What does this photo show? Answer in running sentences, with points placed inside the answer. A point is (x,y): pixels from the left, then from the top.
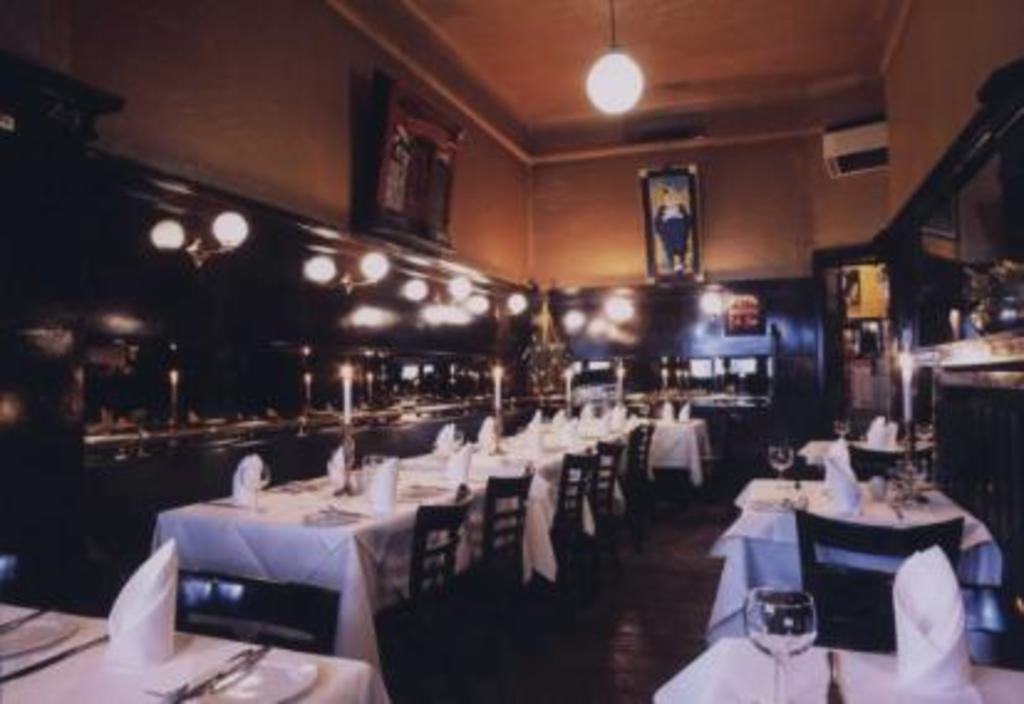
In this image there are glasses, candles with candles stands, napkins (941,609), plates (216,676) and some other items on the tables (997,683), chairs (441,576), lights (584,325), frames (394,177) attached to the wall (628,220).
